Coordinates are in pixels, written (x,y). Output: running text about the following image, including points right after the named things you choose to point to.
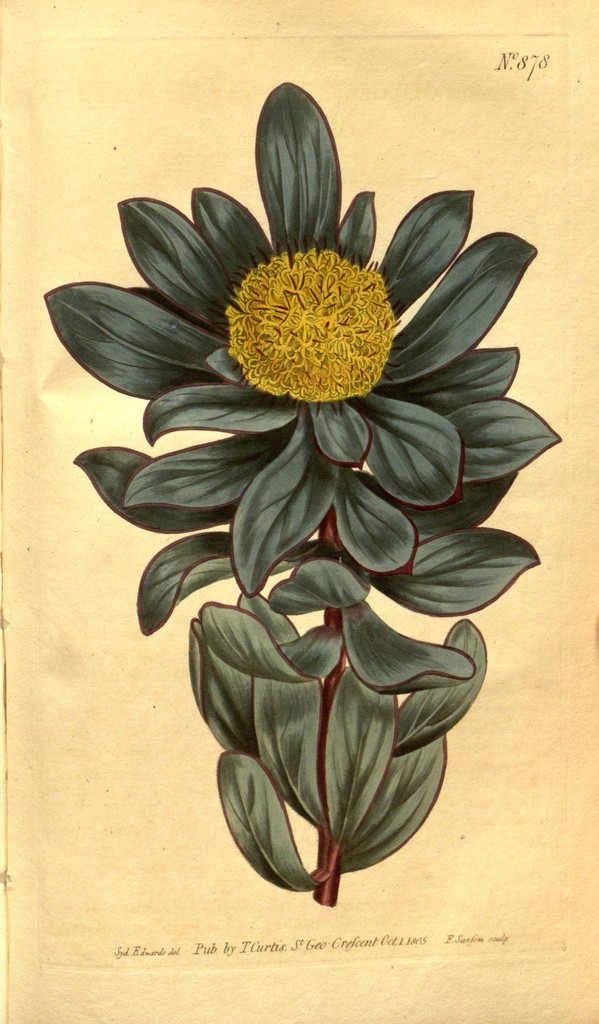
This image consists of a painting of a stem (337,518). To this stem (325,628) I can see the leaves (297,535) in green color and a flower (337,331) which is in yellow color. At the bottom of this I can see some text (300,940).
